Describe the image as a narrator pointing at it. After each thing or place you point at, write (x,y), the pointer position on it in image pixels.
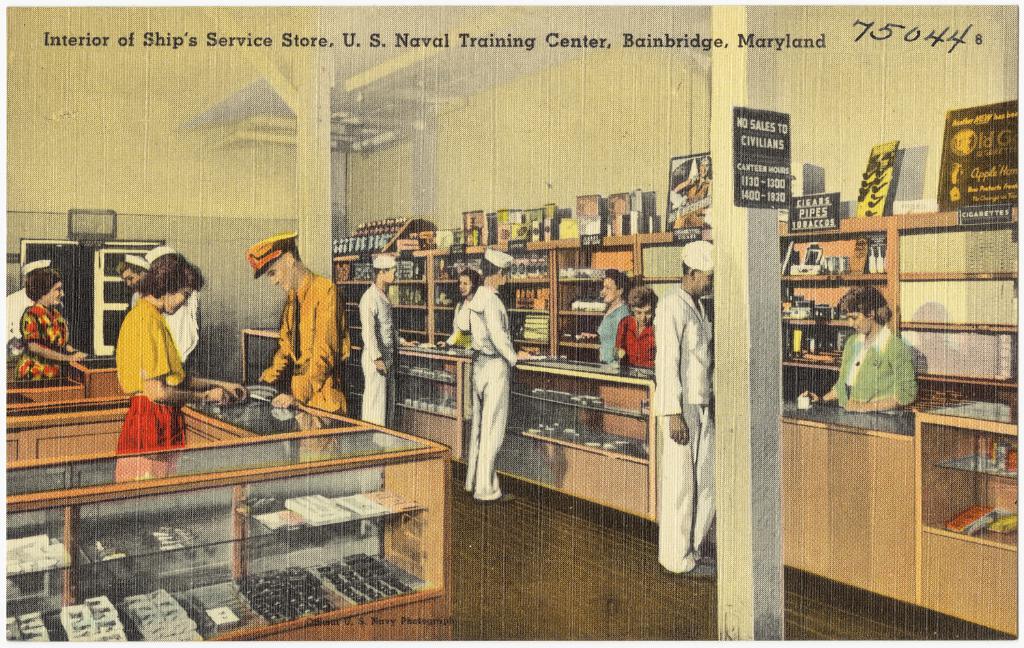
In this image we can see the poster (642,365), and there are people (674,358) standing on the floor (576,526). We can see there are tables (892,454) with glasses (366,485), in that there are few objects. At the back (861,257) we can see racks (644,251) on that there are photo frames (694,206) and few objects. We can see the board (756,206) attached to the pillar (730,120) and we can see the text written on the poster (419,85).
